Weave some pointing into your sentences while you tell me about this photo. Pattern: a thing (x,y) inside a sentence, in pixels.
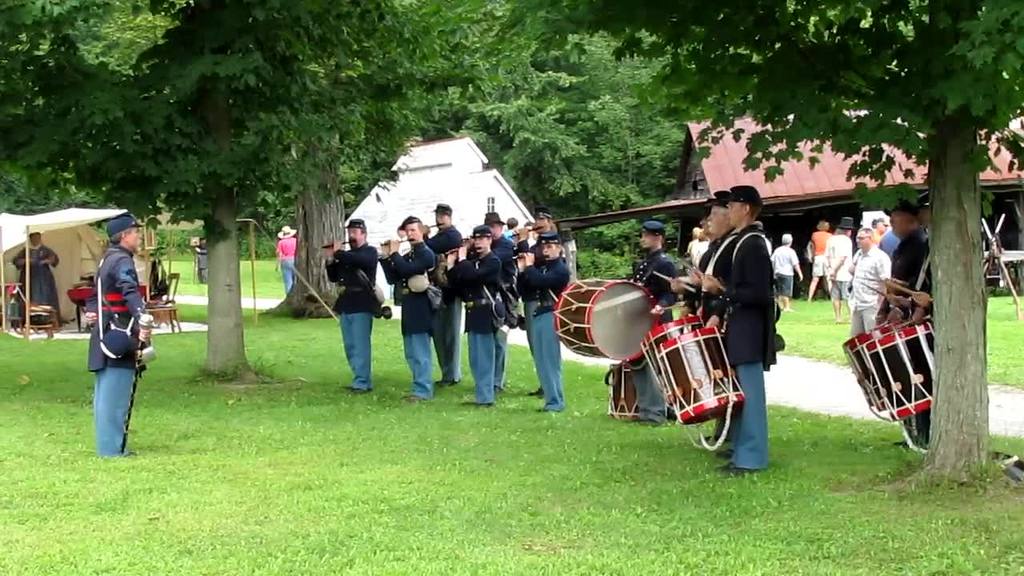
Here we can see two groups (756,285) and the group (757,271) on the right side (739,356) is playing drums (637,312) and the group (344,256) on the left side (341,278) is playing a flute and in front of them we can see a man (110,436) managing them and we can see tents (100,249) present here and there and there are trees (411,125) present and there are people (846,250) was standing and walking here and there
